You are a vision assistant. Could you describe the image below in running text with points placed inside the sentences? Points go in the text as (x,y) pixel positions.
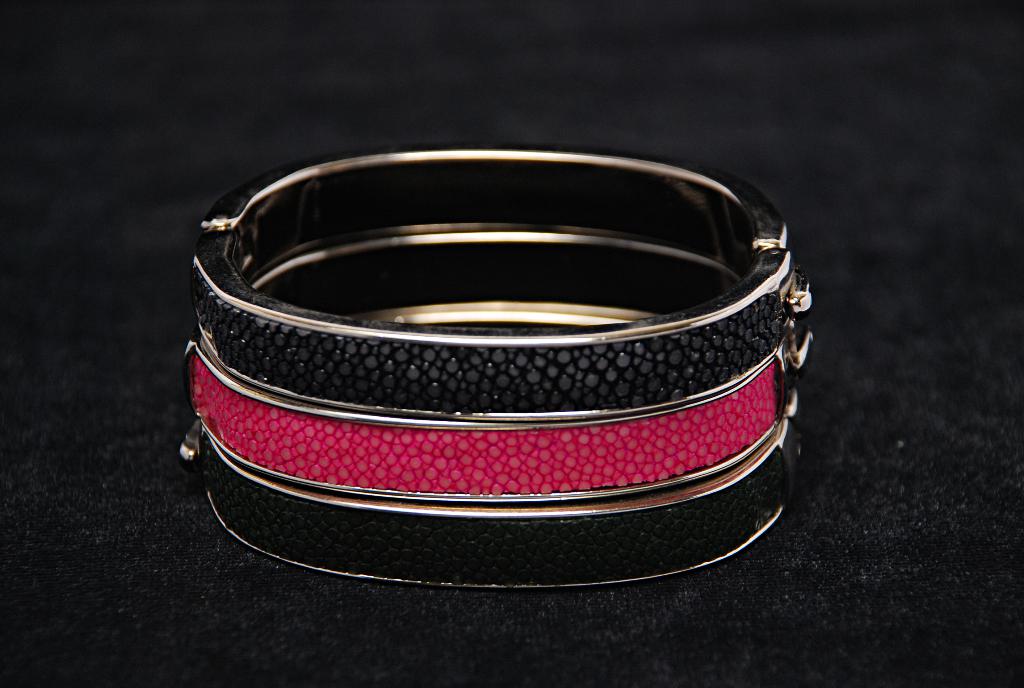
In this image I can see three bracelets (290,412) might be kept on the floor (163,382).
